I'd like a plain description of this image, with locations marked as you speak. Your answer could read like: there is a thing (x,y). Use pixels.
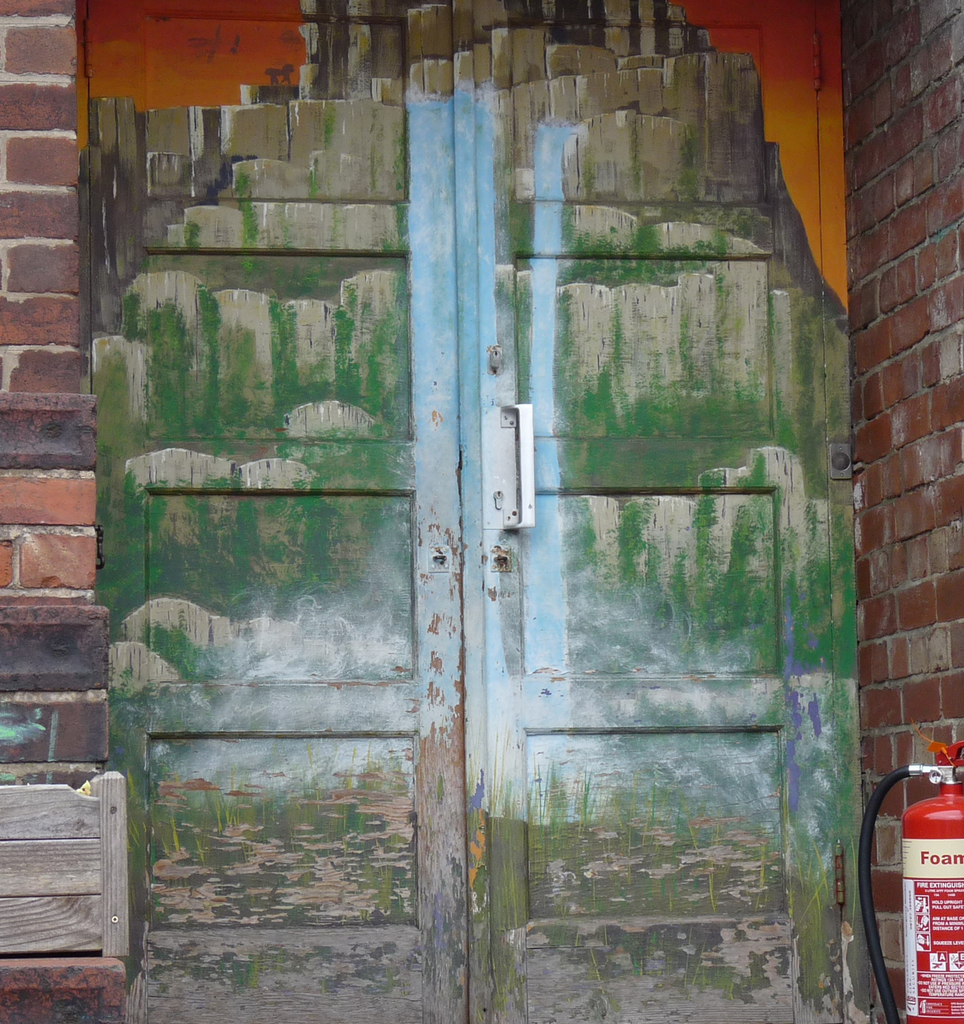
In this image there is a door (218,339) to the wall (48,353). There are paintings (610,169) on the door (420,883). In the bottom right (914,904) there is a cylinder (928,910). There is text (931,890) on the cylinder (942,943).
